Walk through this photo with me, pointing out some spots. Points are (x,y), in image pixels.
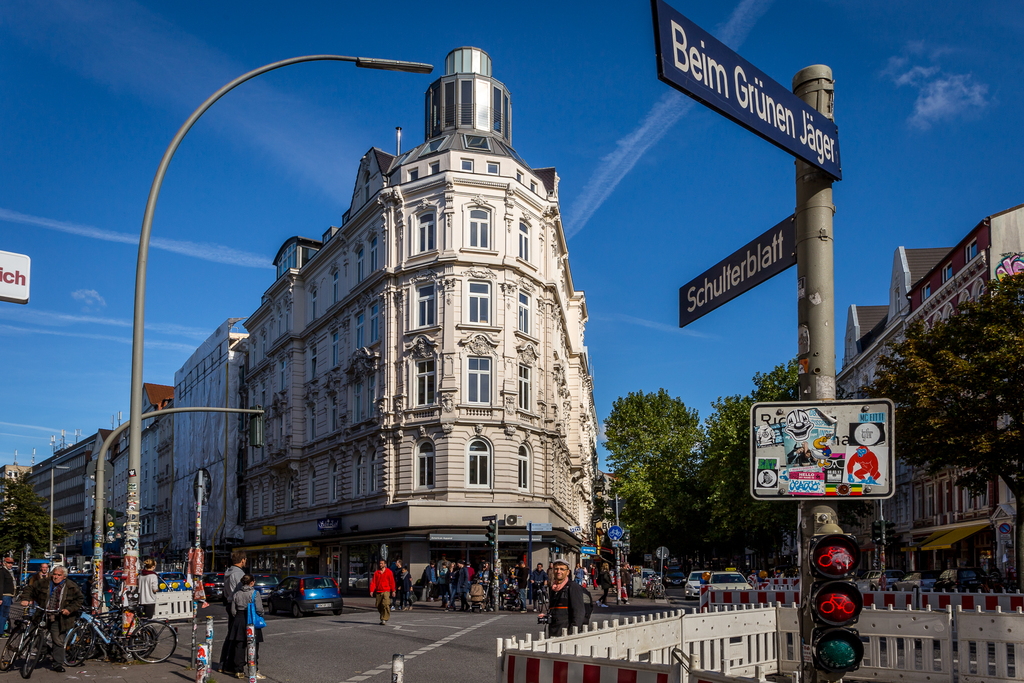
In this image we can see a group of persons (246,591) and a vehicle (291,605) on a surface (364,618). Behind the persons (404,584) we can see the group of trees (677,466) and buildings (203,425). In the foreground (829,647) we can see a pole (808,641) with boards (706,281) and traffic lights (838,620). At the top (699,202) we can see the sky (313,129).
